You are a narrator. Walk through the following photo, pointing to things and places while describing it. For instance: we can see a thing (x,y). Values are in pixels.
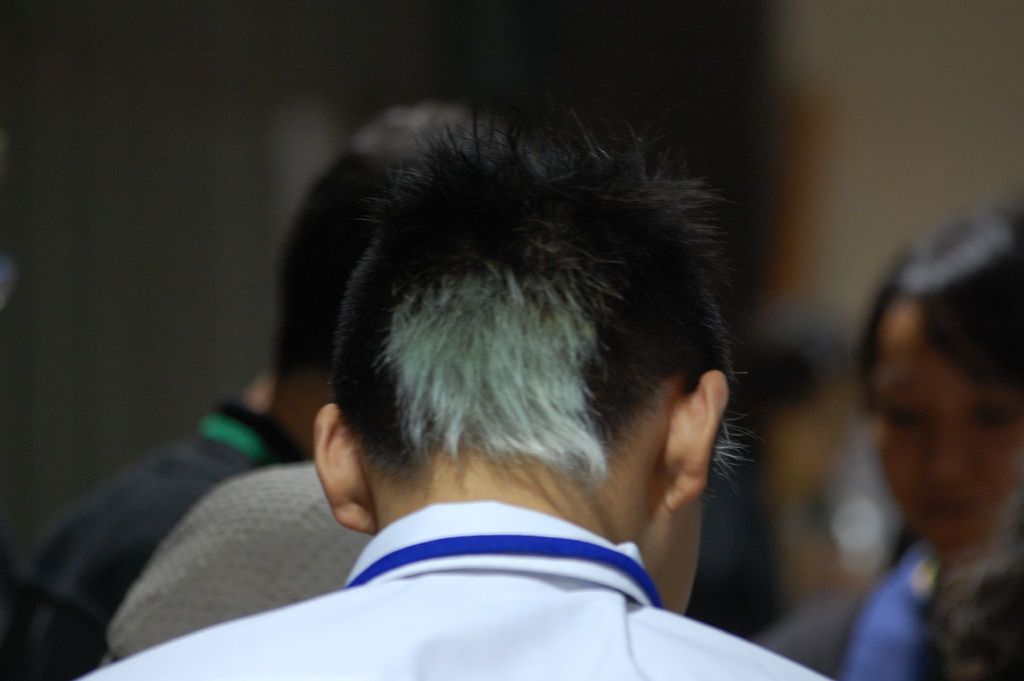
In the picture I can see a person (663,396) wearing white color shirt (412,630) is having a grey and black color hair (531,348) and turned to back. The background of the image (295,498) is dark and blurred, where we can see a few more people (303,412).
